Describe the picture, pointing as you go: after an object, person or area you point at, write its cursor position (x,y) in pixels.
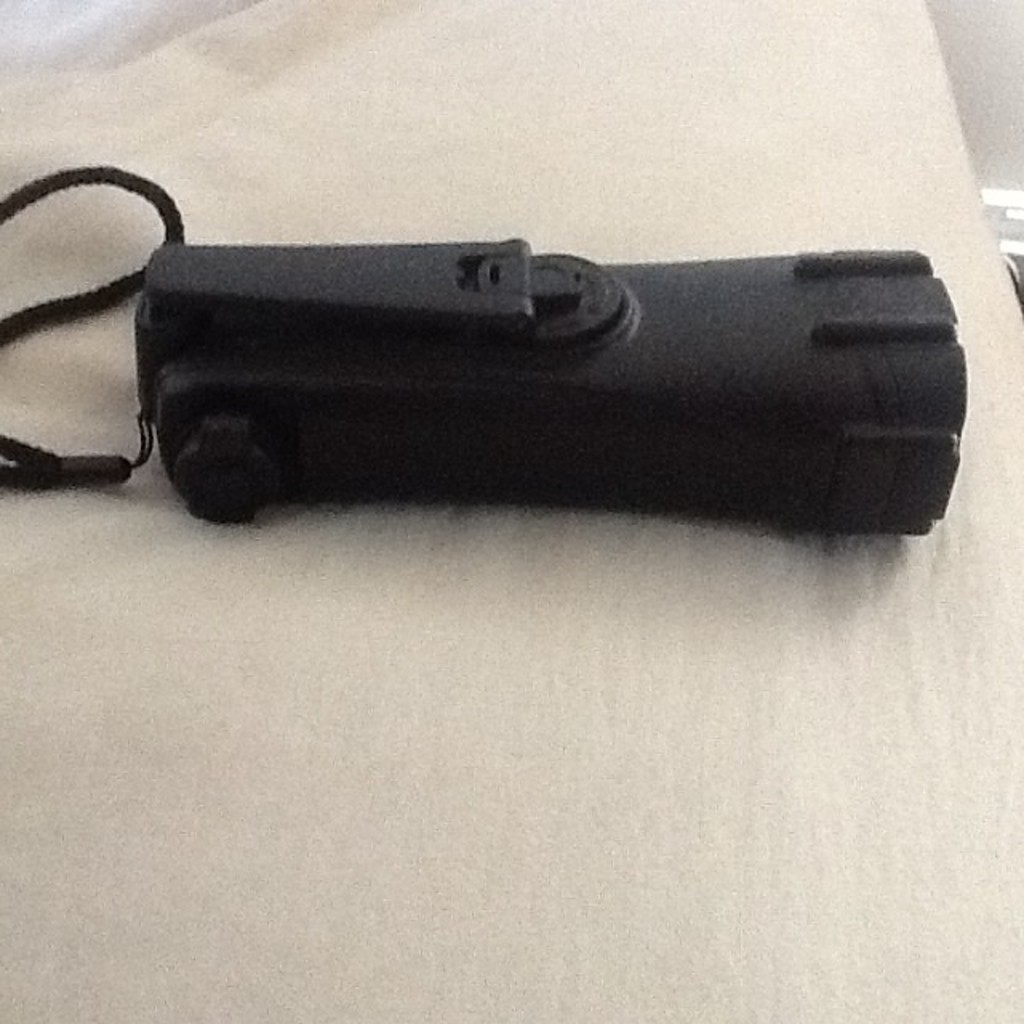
In the center of the image (424,471) we can see a torch (634,378) placed on the cloth (516,781).
